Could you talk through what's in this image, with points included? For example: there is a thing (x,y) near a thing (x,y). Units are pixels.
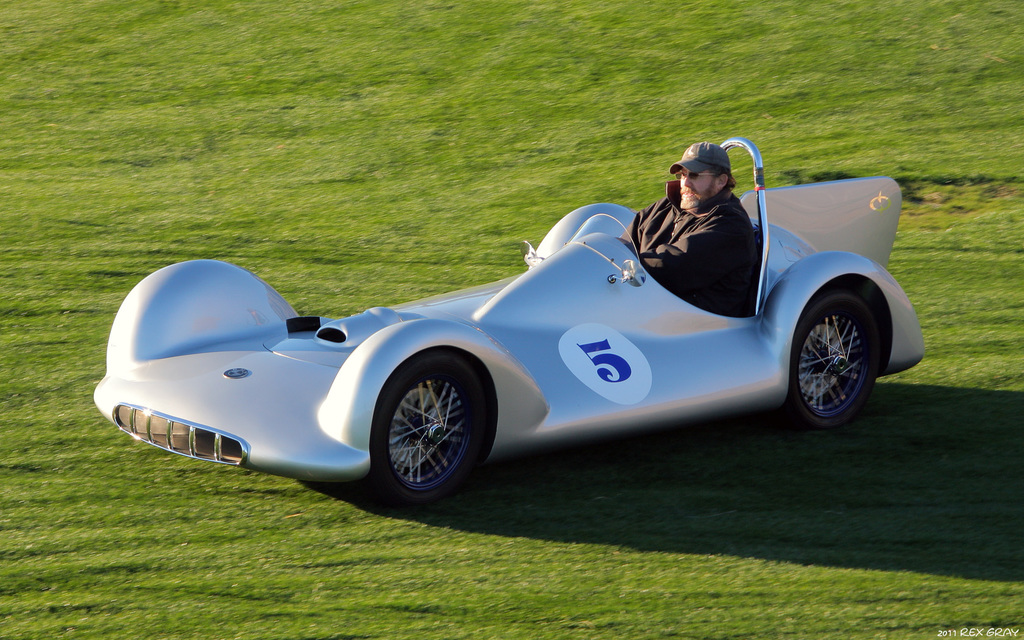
In this image we can see a man (694,186) riding the sports car (676,304). He is wearing a black color jacket (708,240) and here we can see a cap (721,154) on his head (696,158). Here we can see the grass (867,73) all over.
